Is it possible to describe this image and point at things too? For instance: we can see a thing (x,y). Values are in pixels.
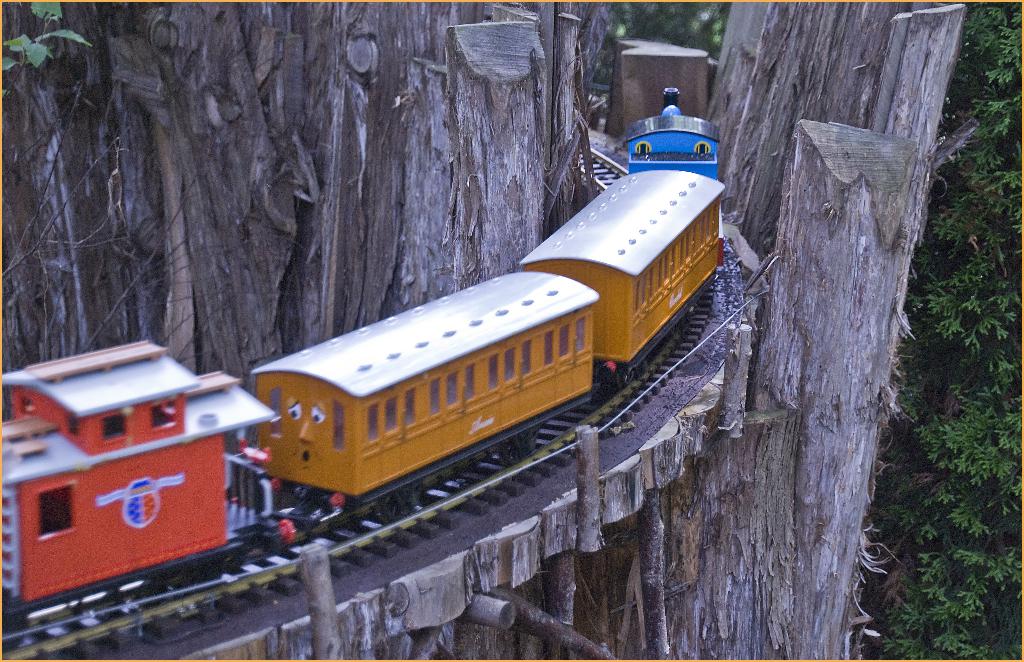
In this image we can see kids train (365,436) which is moving on track (607,173) in between the tree trunk (790,152) and on right side of the image (969,358) there are some leaves (947,417).
